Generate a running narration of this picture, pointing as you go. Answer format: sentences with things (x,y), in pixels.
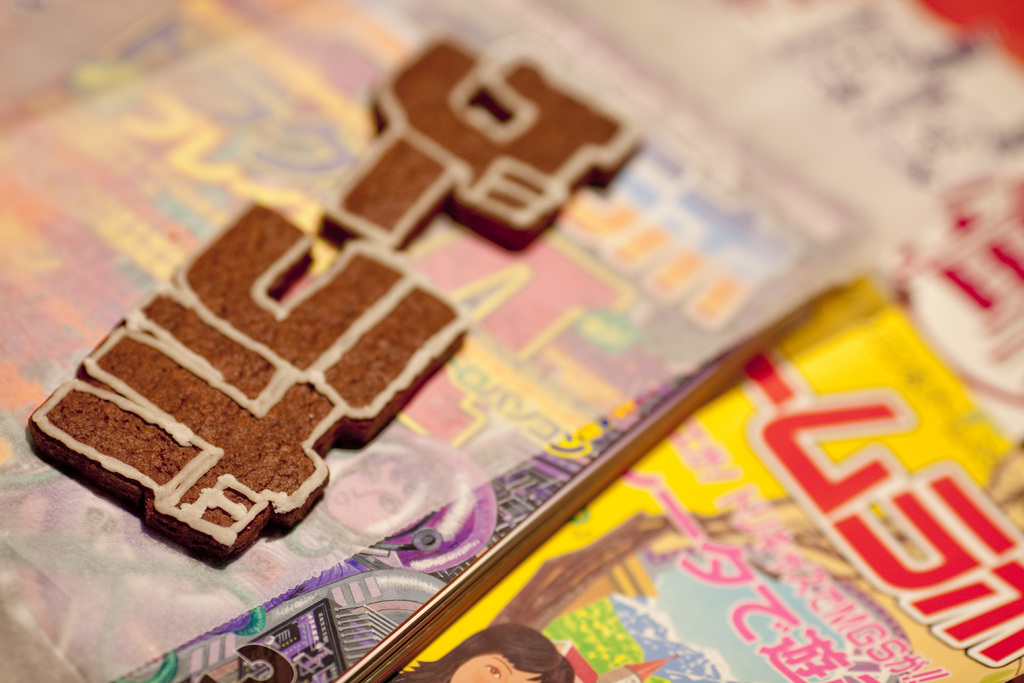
In this picture we can see some books (729,527) where, there is a paper (595,316) here.
